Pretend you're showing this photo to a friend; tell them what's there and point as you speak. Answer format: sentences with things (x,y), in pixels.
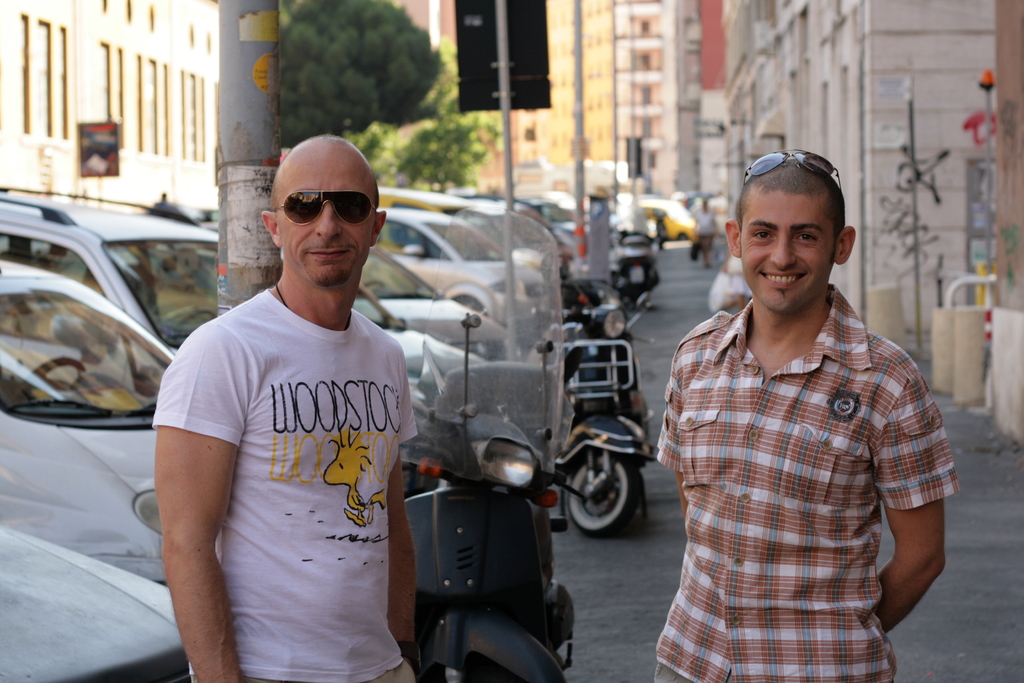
On the left side of the image (194,466) there is a man (287,432) with white t-shirt (300,423) is standing and he kept goggles (344,217). Behind him there is a pole (259,217) and also there are many cars (213,309). And on the right side of the image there is a man (817,188) with checks shirt (825,346) is standing and he kept goggles (808,166) on his head (781,296). Behind them there is a footpath (587,609) with few bikes (606,407). In the background (609,120) there are many poles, trees (362,76) and buildings (757,41).
